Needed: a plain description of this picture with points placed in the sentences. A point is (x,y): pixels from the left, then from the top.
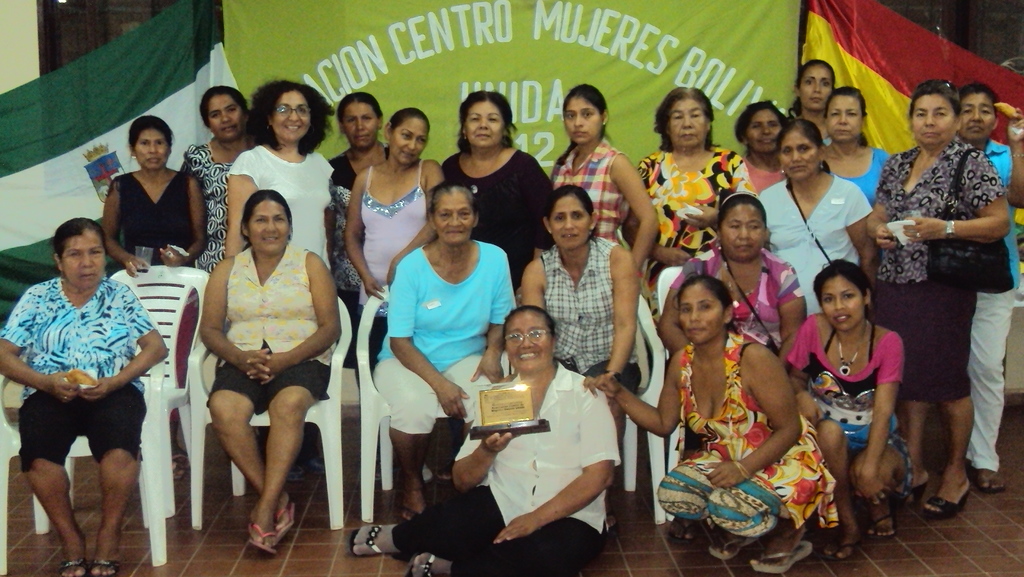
In this picture I can see few people (691,122) are standing and few are sitting in the chairs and I can see a woman (540,365) sitting on the ground (321,508) and holding a memento (522,432) in her hand (506,436) and I can see a banner (551,85) in the back (418,63) with some text (500,19) and I can see couple of flags (115,112).
